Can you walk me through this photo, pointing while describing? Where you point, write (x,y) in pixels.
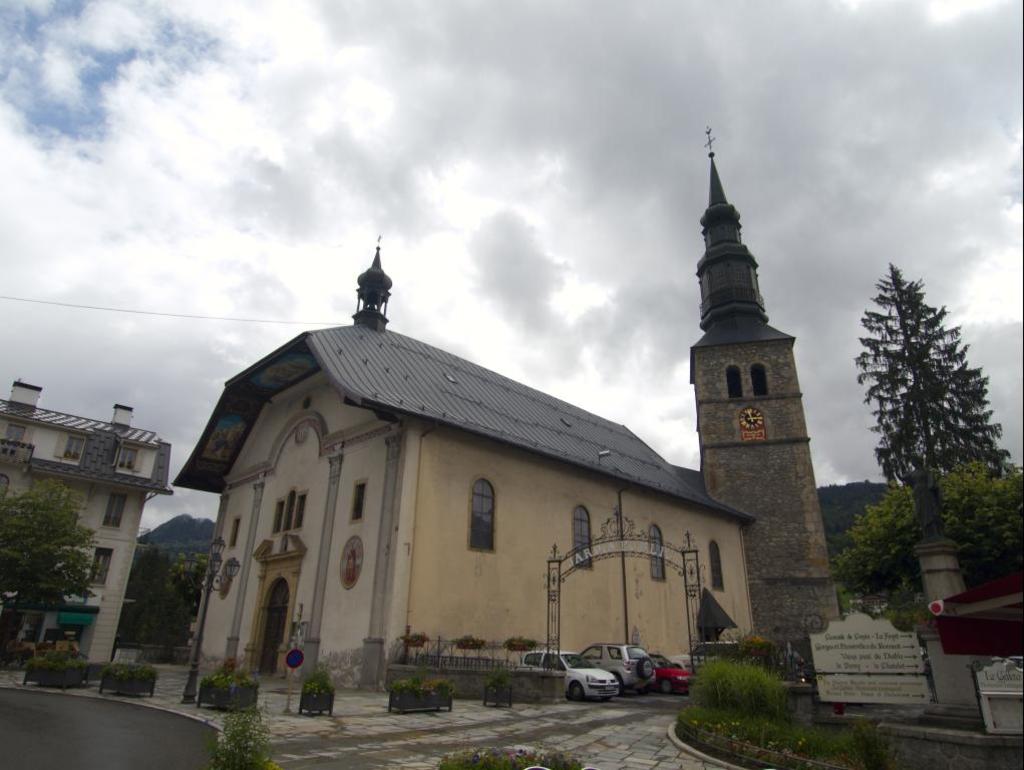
In this image there is the sky (434,127), there are clouds (689,102) in the sky (353,119), there is a church (504,439), there are plants (121,669), there is road (114,727), there are vehicles (612,667), there is a building (91,598) truncated towards the left of the image (69,460), there is a tree (31,551) truncated towards the left of the image (42,582), there is streetlight (190,679), there is pole (196,693), there are objects (992,606) truncated towards the right of the image (980,641), there are trees (967,452) truncated towards the right of the image (999,509), there is a board (867,679), there is text (867,662) on the boards (872,662), there are plants (261,749) truncated towards the bottom of the image (243,741), there are mountains (173,542).
